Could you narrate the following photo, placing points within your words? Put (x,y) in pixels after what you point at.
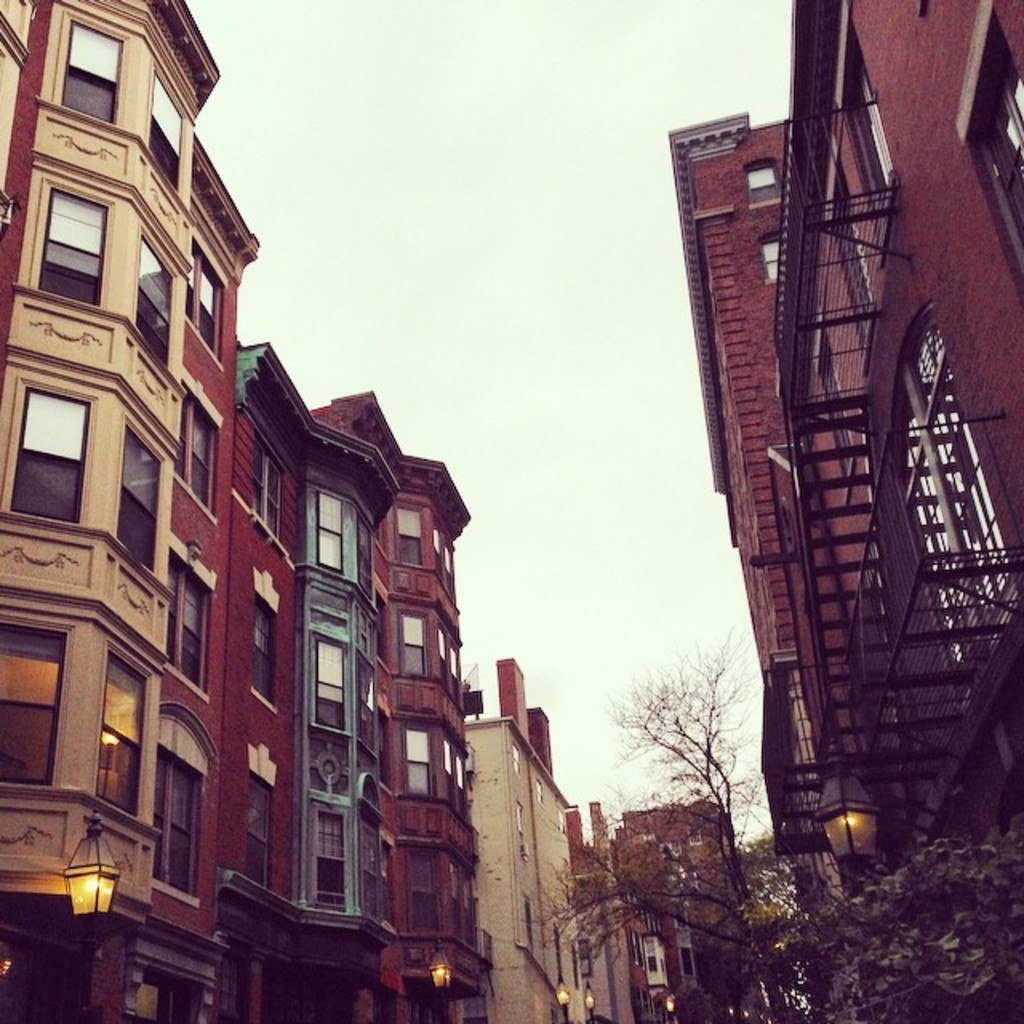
There are trees (760,893) in the bottom right corner of this image (826,952) and buildings (439,841) in the background (466,806). We can see street lamps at the bottom of this image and there is a sky (435,361) at the top of this image (506,303).
